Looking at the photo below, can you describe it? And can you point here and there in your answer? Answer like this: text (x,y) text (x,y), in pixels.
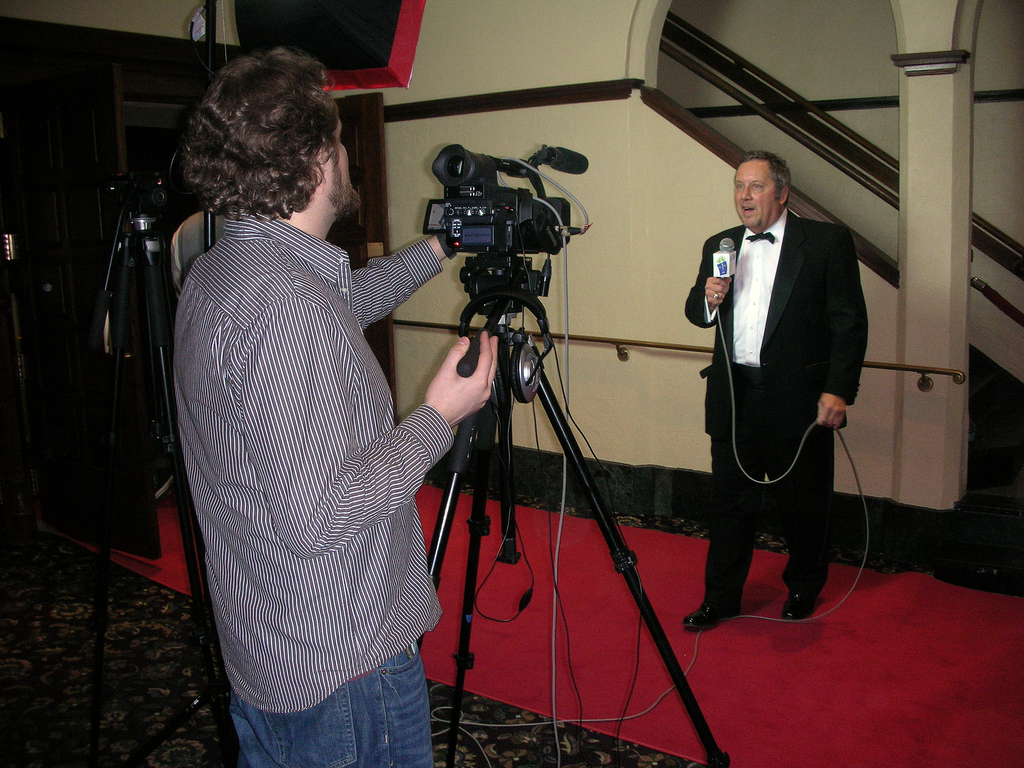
This picture shows a man (242,724) holding a camera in his hand (429,398) and a man (795,617) standing in front of it and speaking with the help of a microphone (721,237).
